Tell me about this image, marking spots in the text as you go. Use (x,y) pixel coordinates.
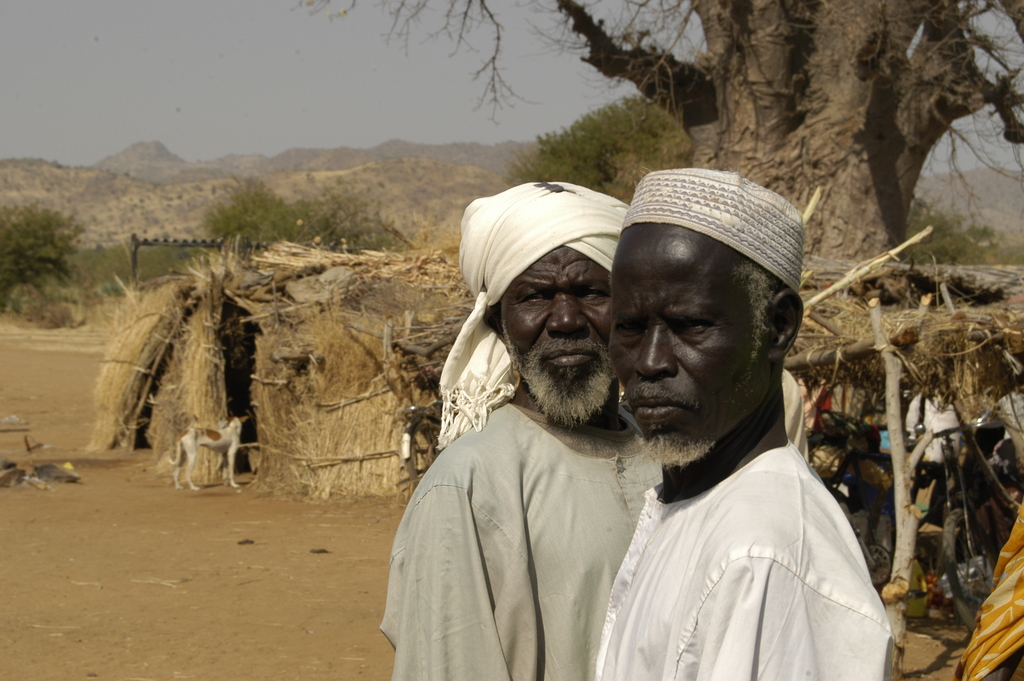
There are two men (531,459). Here we can see a hut (309,363), dog (189,444), and trees (65,259). In the background (459,203) we can see mountain (378,180) and sky (290,64).
